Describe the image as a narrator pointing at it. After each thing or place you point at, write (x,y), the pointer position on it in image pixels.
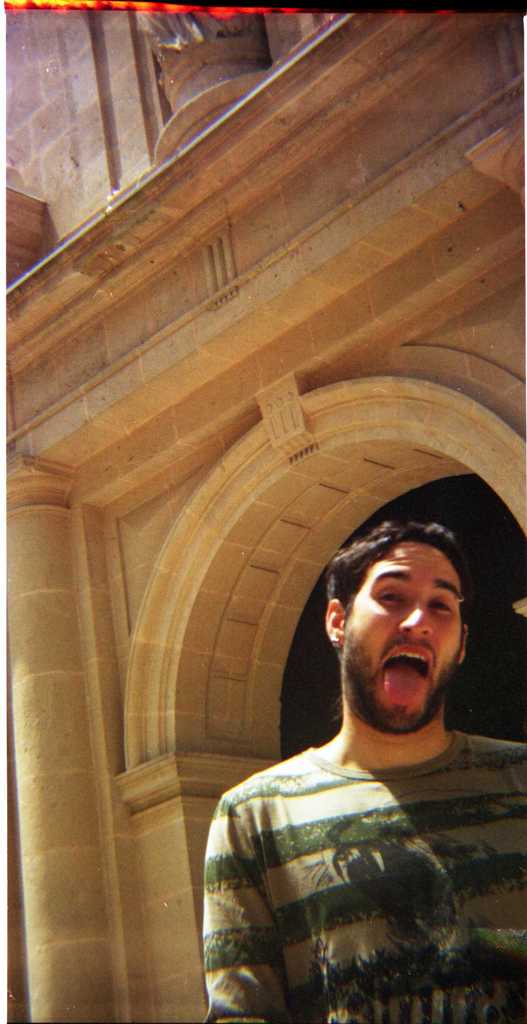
In the image we can see there is a man (394,748) and he kept his tongue (400,673) out. Behind there is a building (221,495).
